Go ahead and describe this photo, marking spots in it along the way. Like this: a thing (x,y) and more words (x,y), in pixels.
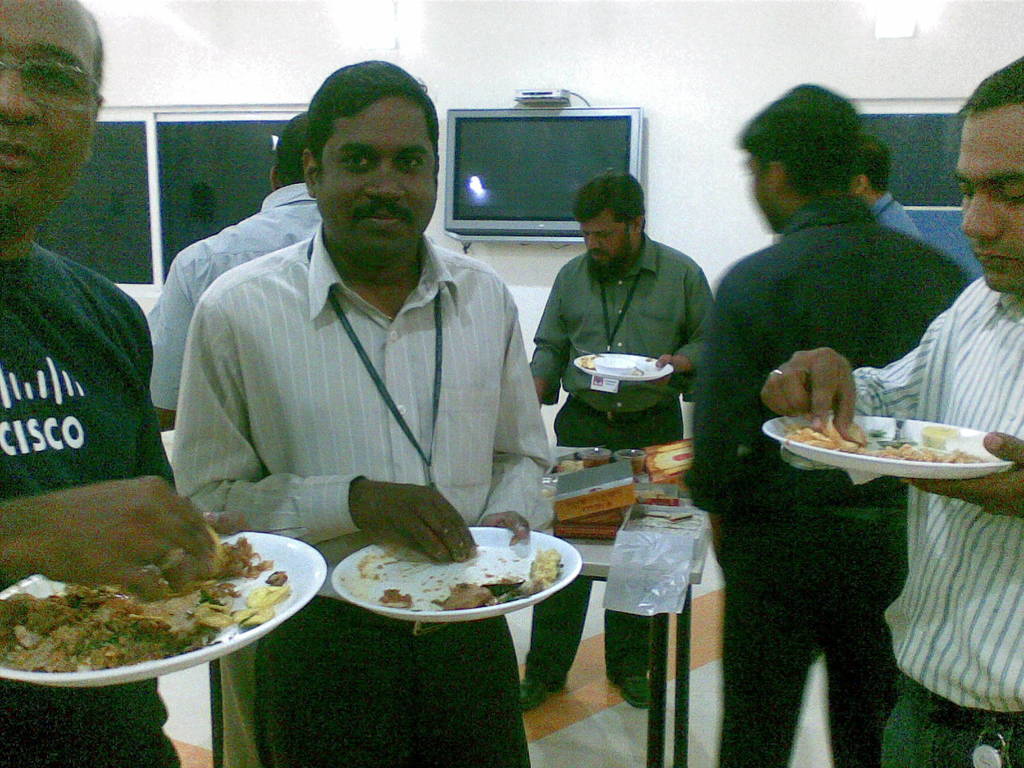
In the center of the image (613,335) we can see a few people (948,529) are standing around the table (622,482). Among them, we can see a few people (933,536) are holding plates (976,468). In the plates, we can see one bowl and some food items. On the table (652,622), we can see boxes (577,525), glasses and some food items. In the background (856,58) there is a wall (660,91), monitor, light (904,24) and a few other objects (871,110).
